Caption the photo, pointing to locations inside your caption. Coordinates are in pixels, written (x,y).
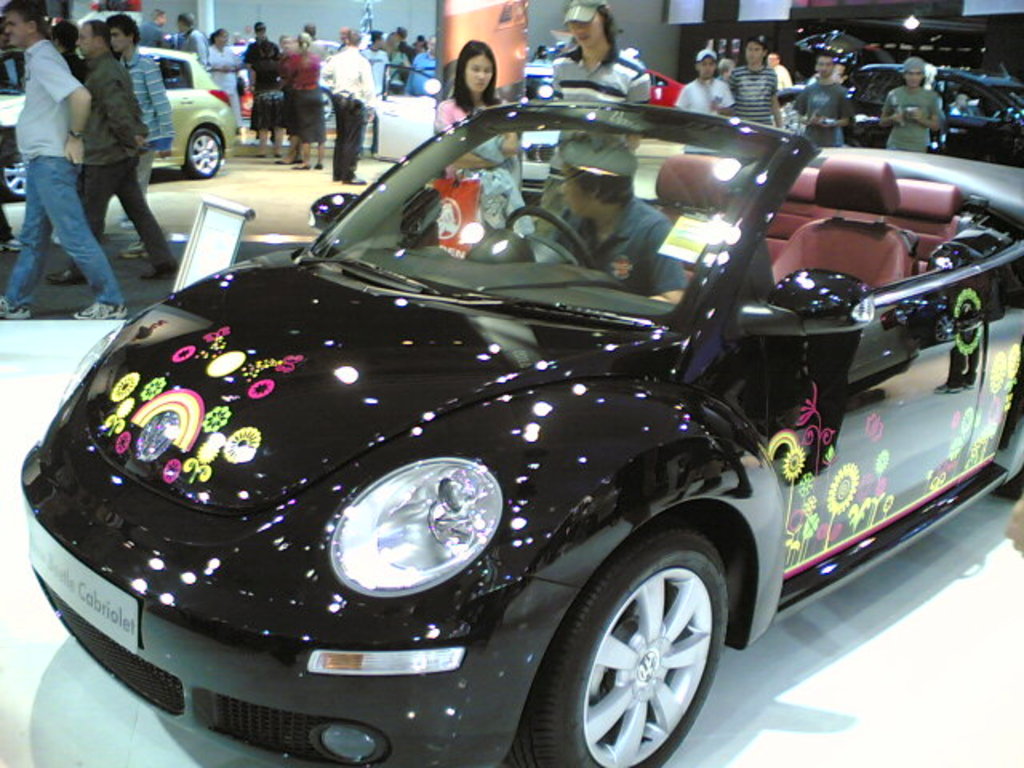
This picture shows a man (567,204) seated in the car (864,525) and we see few people (762,87) standing around.
